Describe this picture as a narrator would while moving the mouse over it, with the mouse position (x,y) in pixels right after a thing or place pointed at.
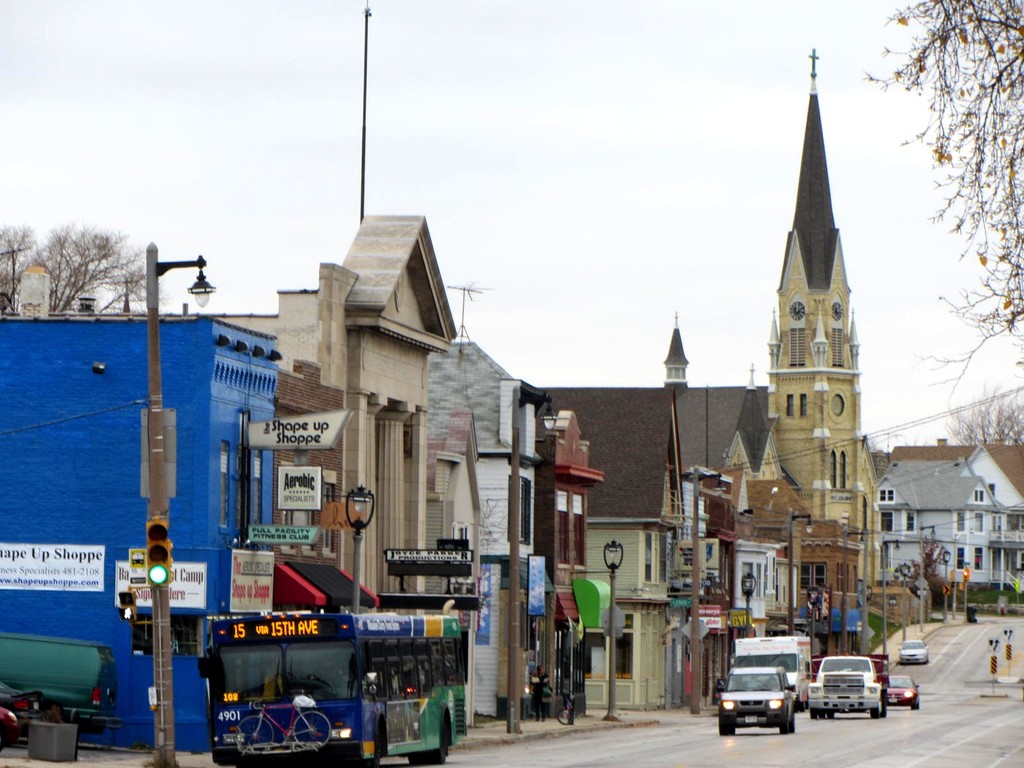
In this image we can see a group of buildings (484,372) and a tower (803,363) with a clock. We can also see some vehicles (786,700) on the road (644,749), some street lamps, traffic signal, some trees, wires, sign boards (192,594) with some text (258,595) on it and the sky (659,161) which looks cloudy.
